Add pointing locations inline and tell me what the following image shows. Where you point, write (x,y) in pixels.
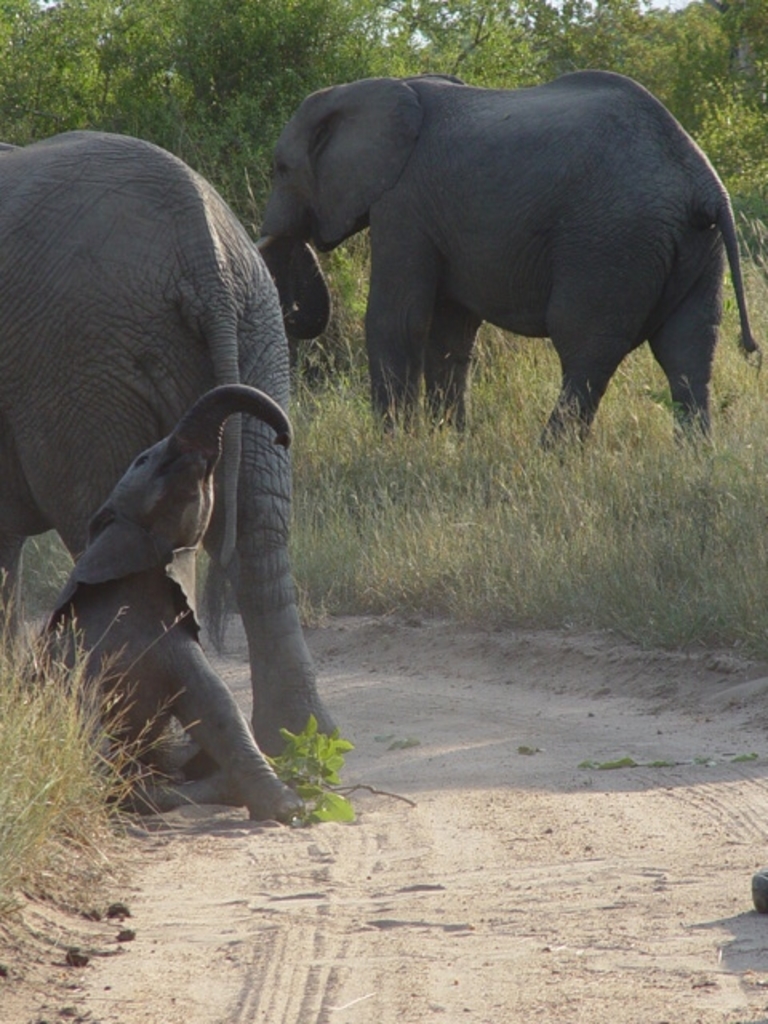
In this image there are elephants (290,201) visible on grass (15,755), there are some trees (431,37) visible at the top (657,44).
